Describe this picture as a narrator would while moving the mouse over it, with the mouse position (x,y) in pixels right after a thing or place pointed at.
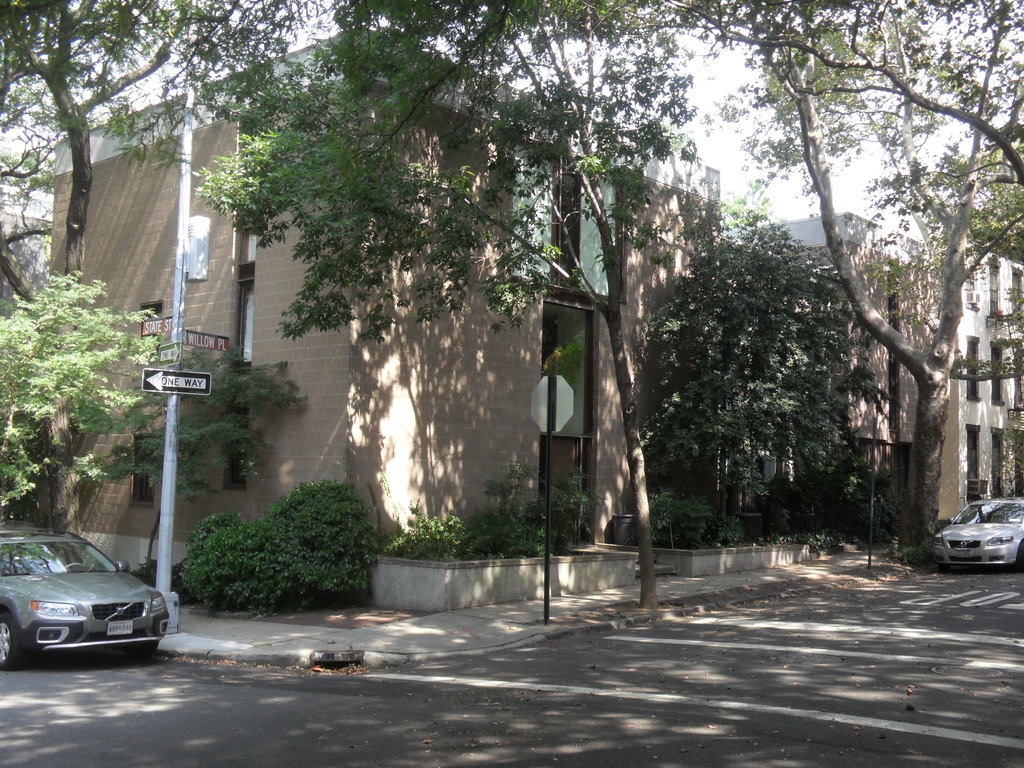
In the image we can see the buildings (489,309) and there are vehicles (951,563). Here we can see the road (665,666), poles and instruction boards (171,383). Here we can see the plants (288,553), trees (394,100) and the sky (725,100).
